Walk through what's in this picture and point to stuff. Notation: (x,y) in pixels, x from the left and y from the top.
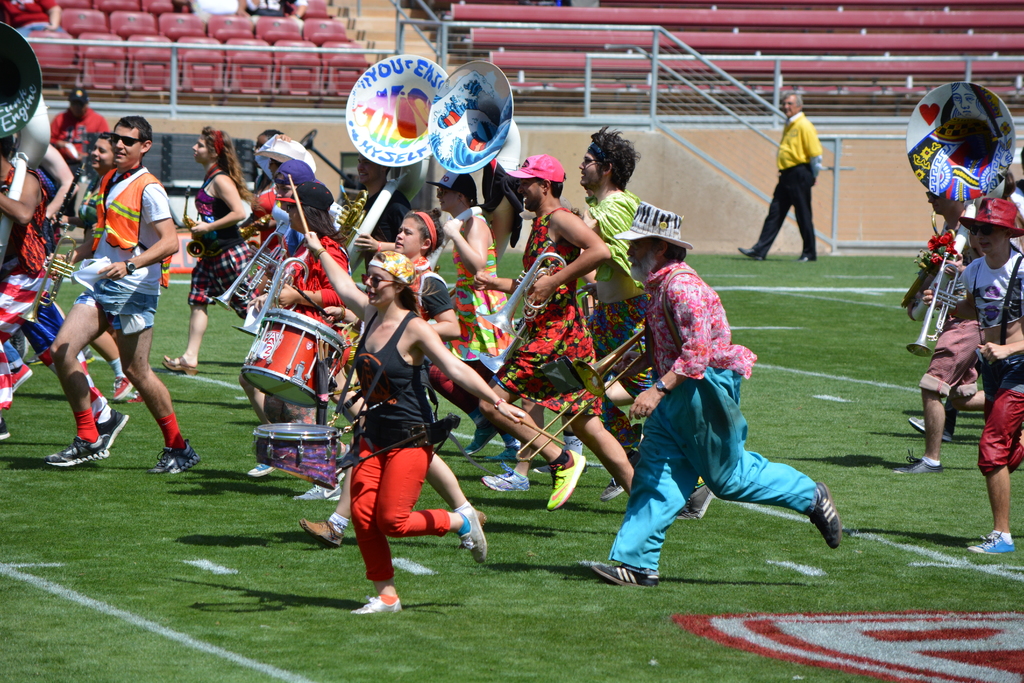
As we can see in the image there are group of people (555,298) here and there, musical drums (254,376), grass (549,652), chairs (221,36), stairs (409,36), fence (466,24) and there are different types of musical instruments (260,267).
